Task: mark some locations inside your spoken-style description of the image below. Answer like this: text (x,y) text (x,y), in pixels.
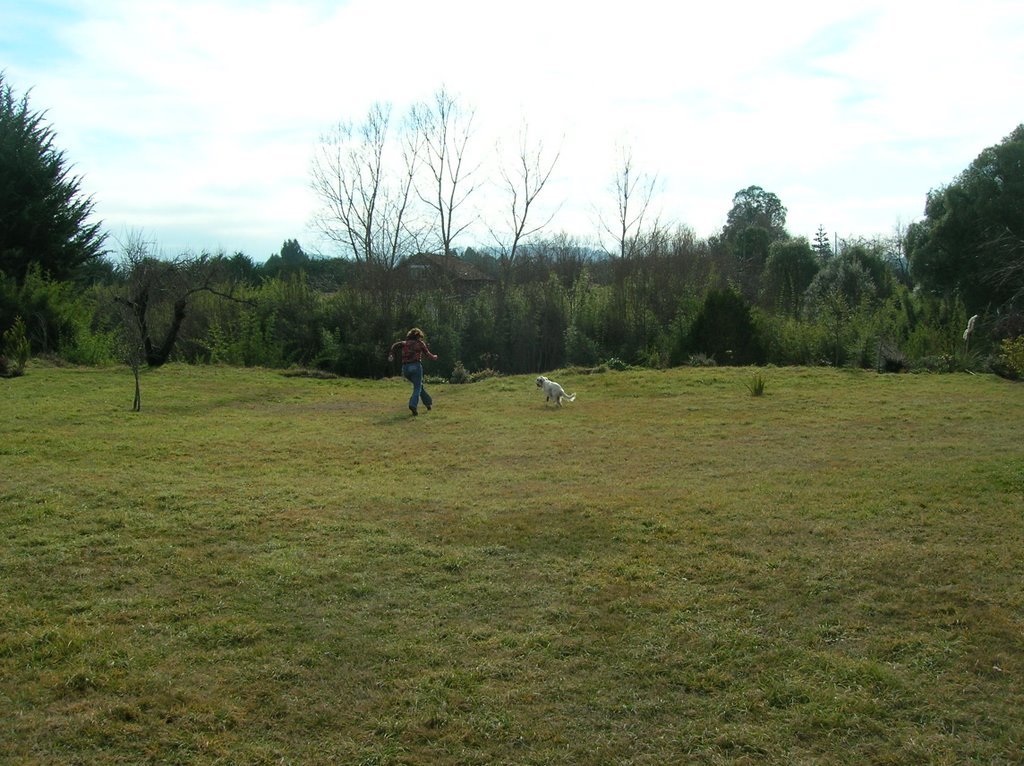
There is one person (413,389) and a dog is on a grassy land (470,390) as we can see in the middle of this image (397,395). There are trees (374,317) in the background (410,317). The sky (481,146) is at the top of this image (403,85).
